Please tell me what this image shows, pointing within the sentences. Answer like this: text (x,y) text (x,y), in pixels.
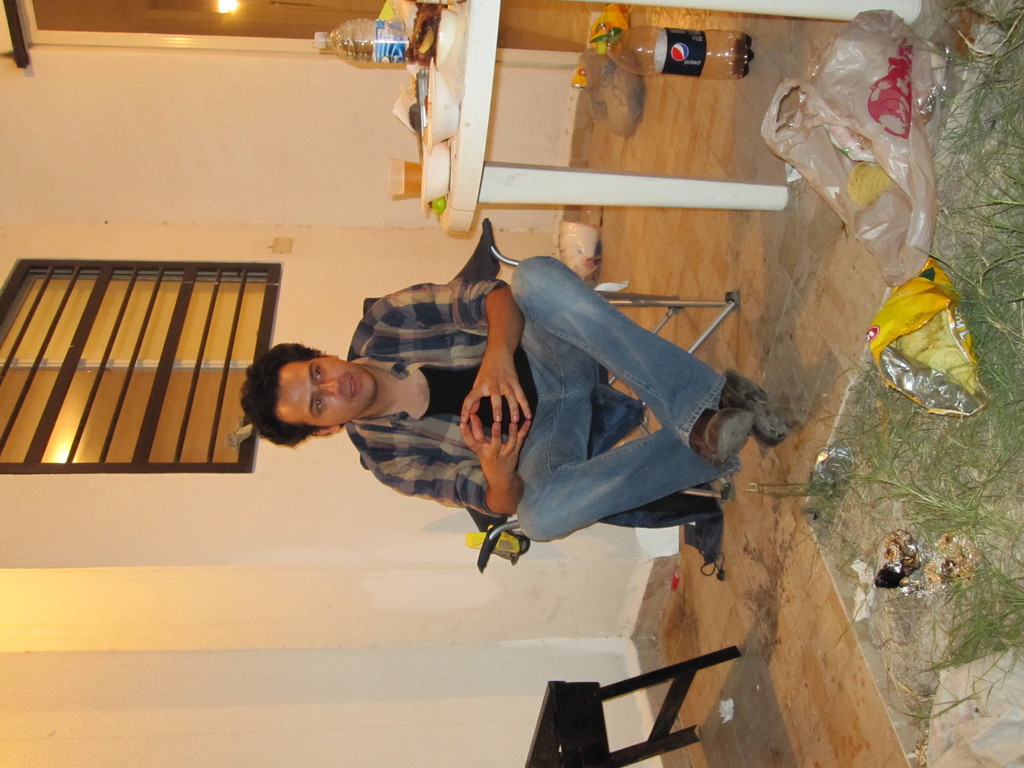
In this image, we can see a person (696,404) sitting. We can see the ground (839,623) with some objects (867,132) like a bottle (625,43), cover bags (849,159) and some grass (1018,511). We can also see a table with some objects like a bottle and some bowls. We can see the wall (228,582) with the window (179,412) and some objects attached to it. We can also see a black colored object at the bottom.
